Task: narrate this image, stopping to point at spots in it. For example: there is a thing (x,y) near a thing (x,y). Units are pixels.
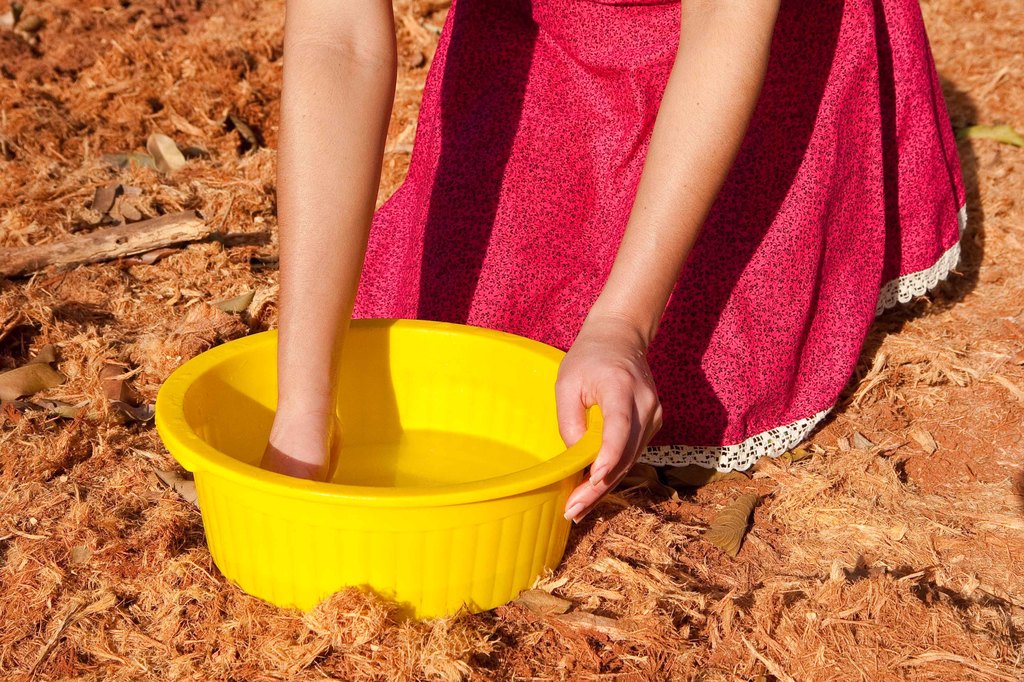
In this picture there is a water tub (209,416) on the floor (424,50) and there is a lady (488,178) at the top side of the image (489,143).
